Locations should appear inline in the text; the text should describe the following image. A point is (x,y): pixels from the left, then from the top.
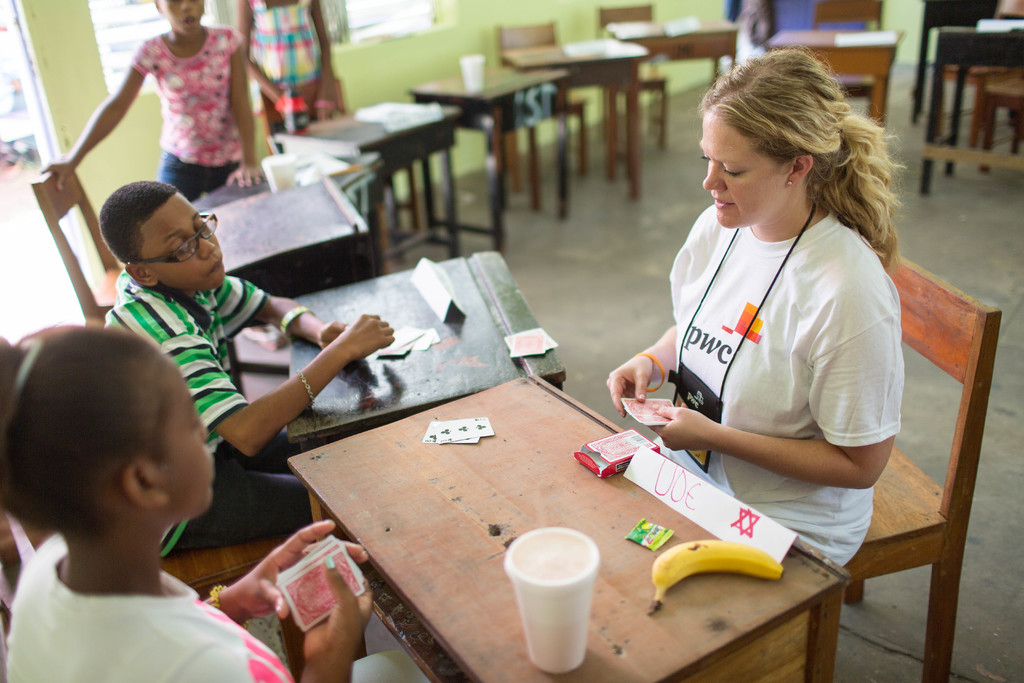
This image is clicked inside which includes many number of tables (622,58) and chairs (842,10). There are some papers (633,25) and glasses (471,84) which is placed on the top of the table (353,139). On the right (808,187) there is a Woman (749,280) sitting on the chair (914,490) and playing cards (645,418). In the center (534,424) there is a table (488,494) on which a banana (689,565) and a glass (552,591) is placed. On the left (103,499) there is a Girl (106,409) and a Boy (221,298) sitting on chair (224,565) and playing cards (314,577). At the top left (212,73) there are two persons (224,51) standing and there is a wall (83,42) and a window (132,29) in the background (140,27).
